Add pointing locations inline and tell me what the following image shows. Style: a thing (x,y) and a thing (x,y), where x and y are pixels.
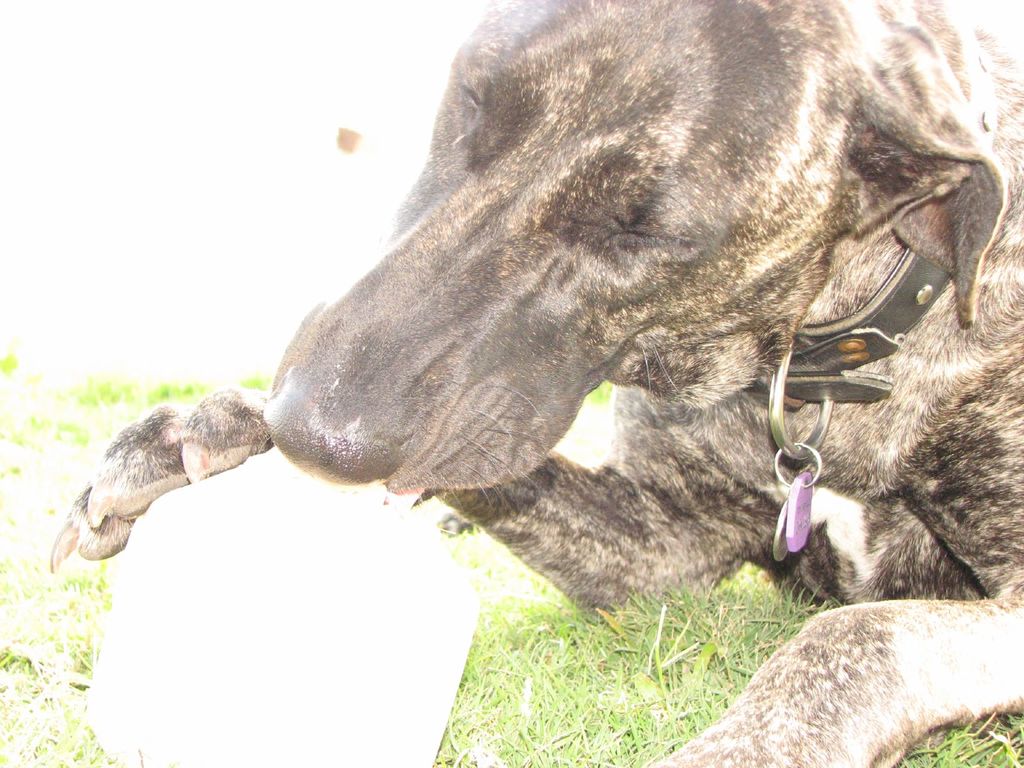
In this picture I can see a black color dog (602,369). The dog (828,303) is wearing a collar neck belt (900,315). On the left side (198,570) I can see grass (16,407) and a white color object (285,585).
